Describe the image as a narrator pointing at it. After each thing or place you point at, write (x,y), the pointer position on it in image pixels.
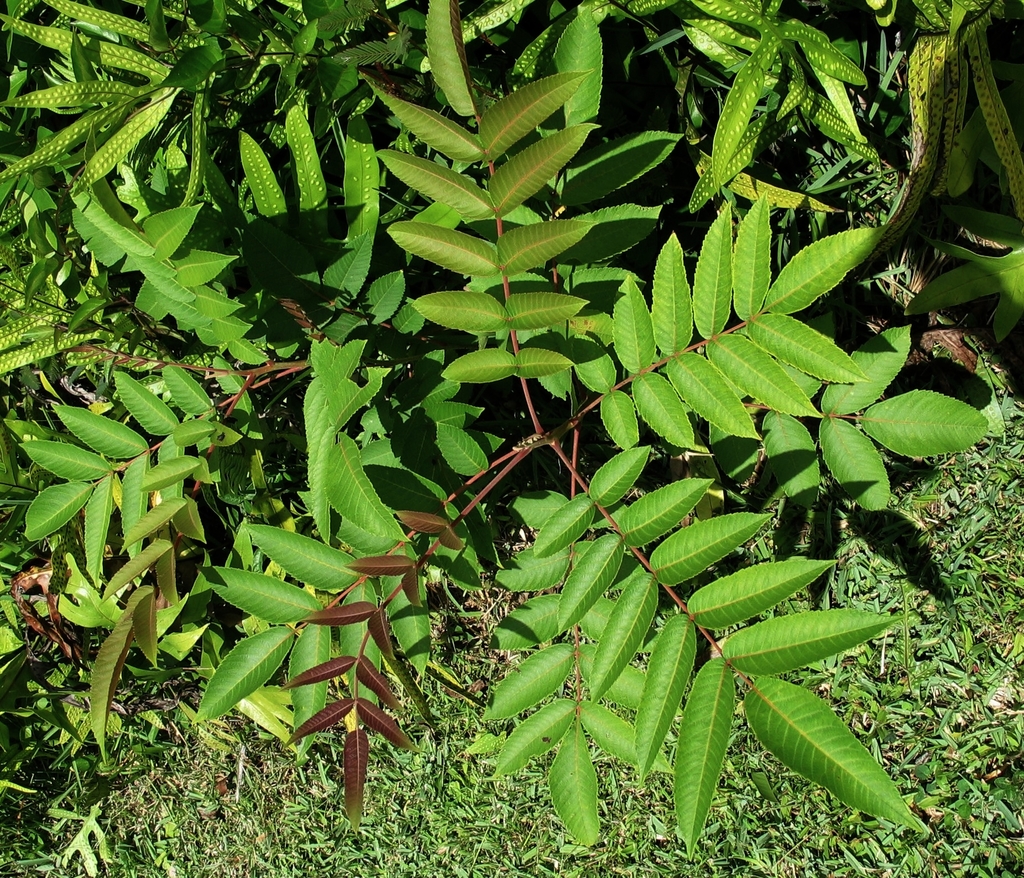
In this picture there are few plants (460,354) on a greenery ground (505,796).
